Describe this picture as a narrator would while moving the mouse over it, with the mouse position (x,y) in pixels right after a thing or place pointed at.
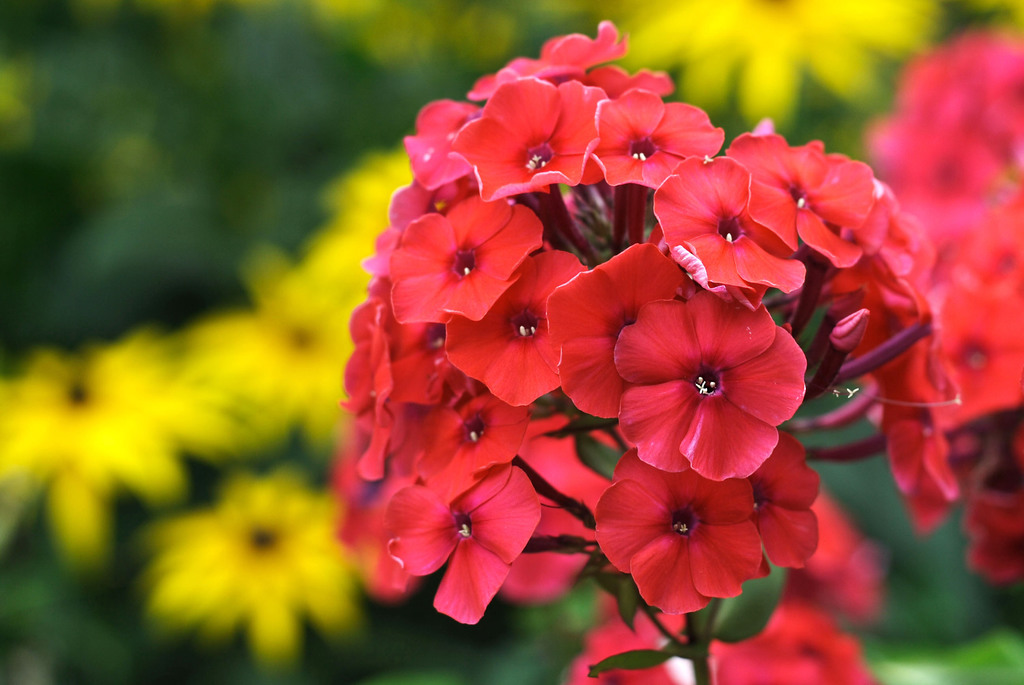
In the center of the image (632,439) we can see a few flowers (686,429), which are in red color. In the background (319,305), it is blurred and we can also see a few flowers (92,437).
